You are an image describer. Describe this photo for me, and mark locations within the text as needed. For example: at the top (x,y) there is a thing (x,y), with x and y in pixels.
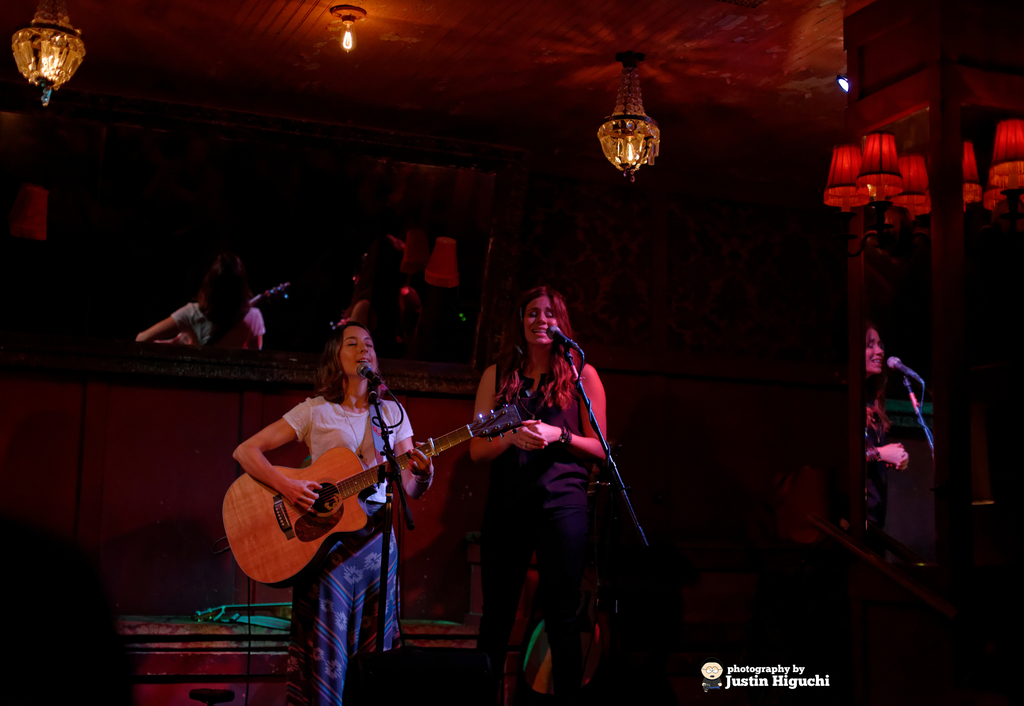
In this picture I can see a woman (488,383) standing and singing with the help of microphones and I can see a woman (269,473) playing a guitar (341,523) and I can see reflection (364,311) of women (880,416) on the glasses (241,249) and I can see text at the bottom right side of the picture (731,671) and I can see couple of chandelier lights (643,143) and a light (355,6) on the ceiling (358,38).
